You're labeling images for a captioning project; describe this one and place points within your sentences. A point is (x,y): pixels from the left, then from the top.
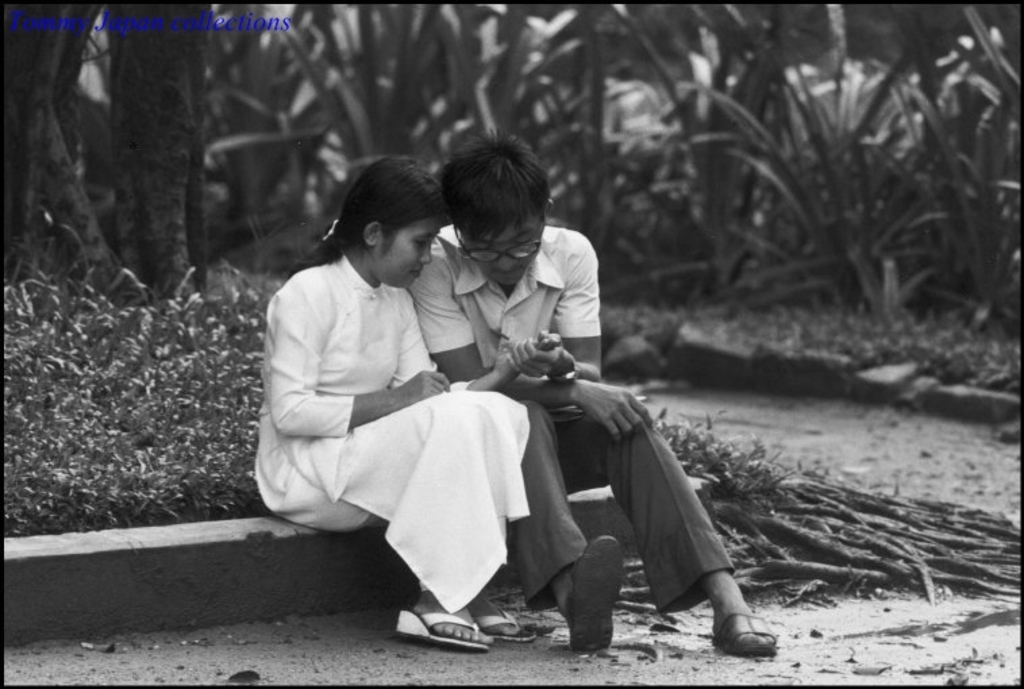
In this image I can see two persons (310,298) are sitting in the front (410,319). On the right side of this image (864,568) I can see number of sticks (866,541) on the ground (894,458) and in the background (213,205) I can see number of plants (293,140). On the top left side of this image (290,20) I can see a watermark (188,27) and I can also see this image is black and white in colour.
